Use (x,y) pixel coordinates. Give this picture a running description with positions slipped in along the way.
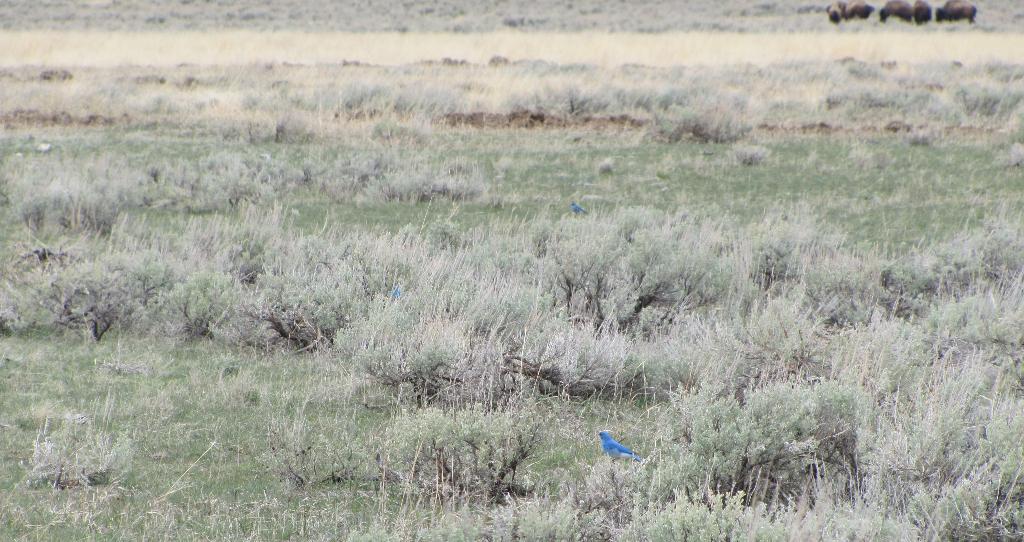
In this image there are birds (615,450) and we can see shrubs (574,271). In the background (893,7) there are animals (856,12).
